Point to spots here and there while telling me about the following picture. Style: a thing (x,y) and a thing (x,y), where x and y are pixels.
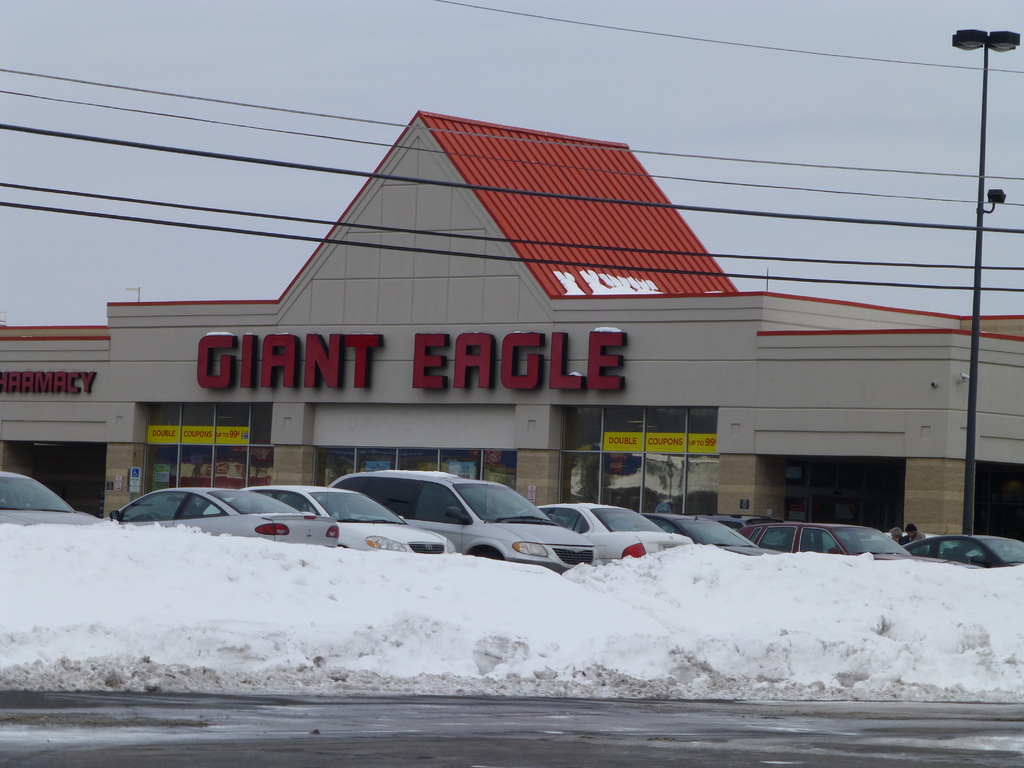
In this image there is a building (505,359) in the middle (611,290). In front of the building (537,434) there are cars (437,548) which are parked on the road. On the right side (983,171) there is a pole (985,93) to which there are lights (1001,39). At the top (234,159) there are wires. At the bottom (374,626) there is snow (533,687).
